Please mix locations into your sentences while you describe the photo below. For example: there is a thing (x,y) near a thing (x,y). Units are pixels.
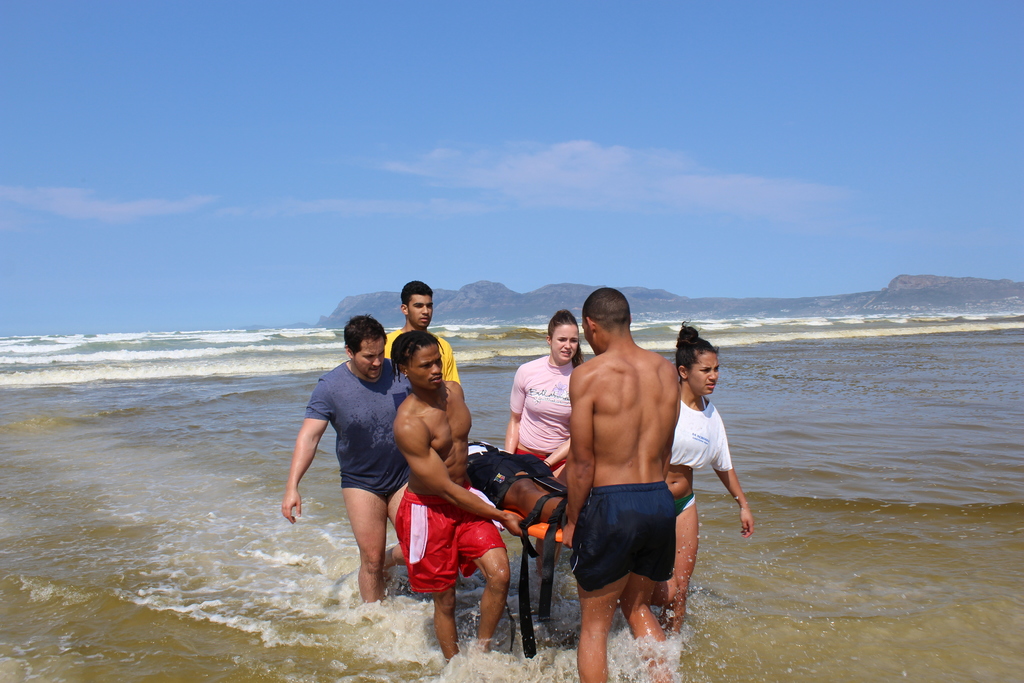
There are few people (504,514) holding a person (505,498) on a stretcher (537,511) and walking in the water (626,625). In the back (694,236) there is water (738,331), hill (745,305) and sky (332,177).
